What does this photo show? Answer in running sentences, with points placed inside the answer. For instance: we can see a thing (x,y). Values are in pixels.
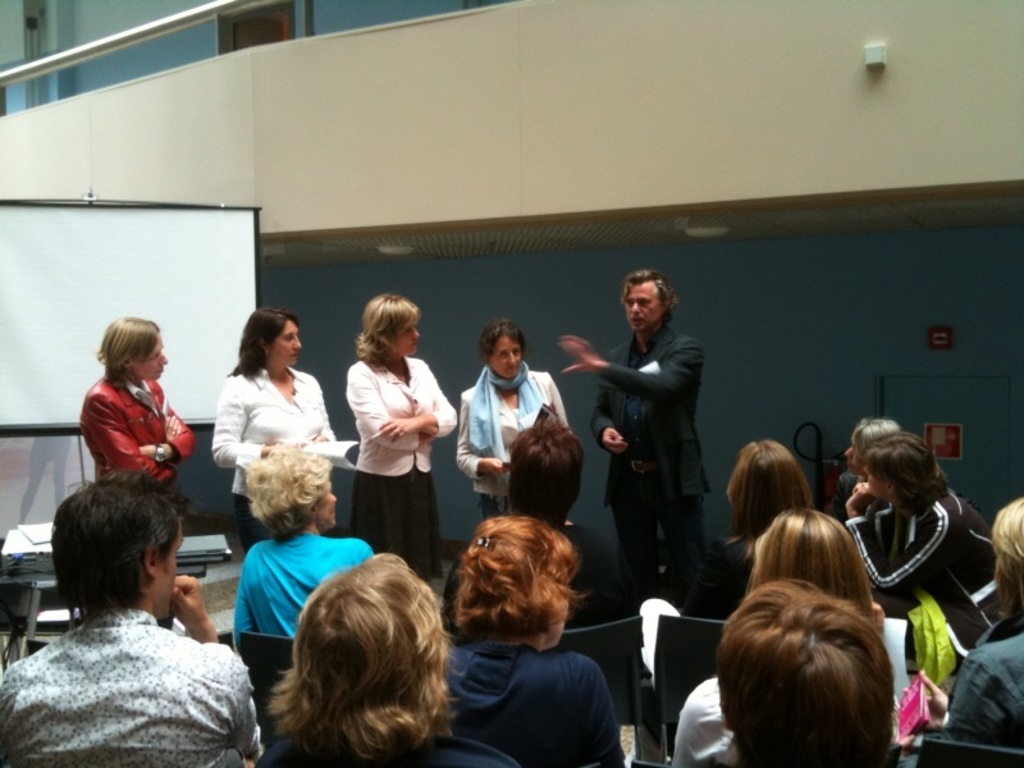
In the foreground of the image (591,722) we can see some people (456,701) are sitting on the chairs (660,659). In the middle of the image (396,454) we can see some people (372,394) are standing and one person (625,415) is explaining something. On the top of the image (240,71) we can see corridor (268,137).
